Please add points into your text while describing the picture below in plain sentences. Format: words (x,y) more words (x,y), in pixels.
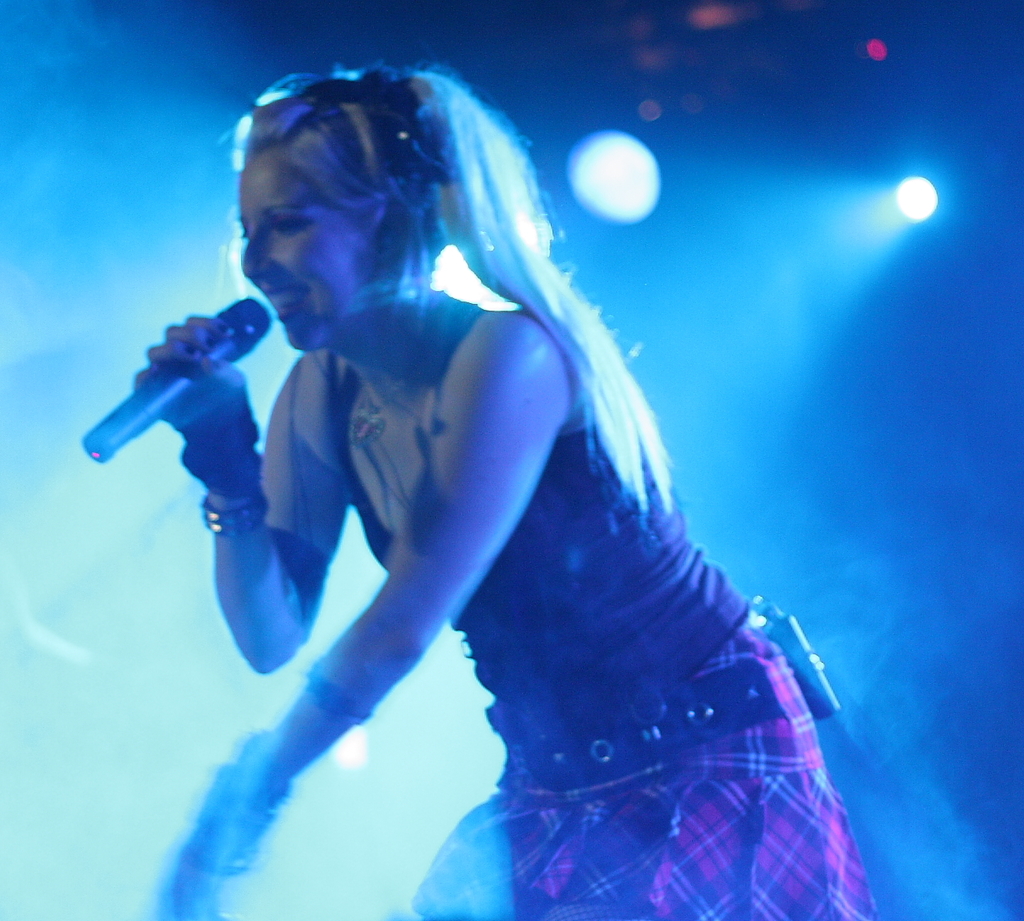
In this image I can see the person (454,605) is holding the mic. In the background (266,370) I can see few lights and the dark background (935,84).
